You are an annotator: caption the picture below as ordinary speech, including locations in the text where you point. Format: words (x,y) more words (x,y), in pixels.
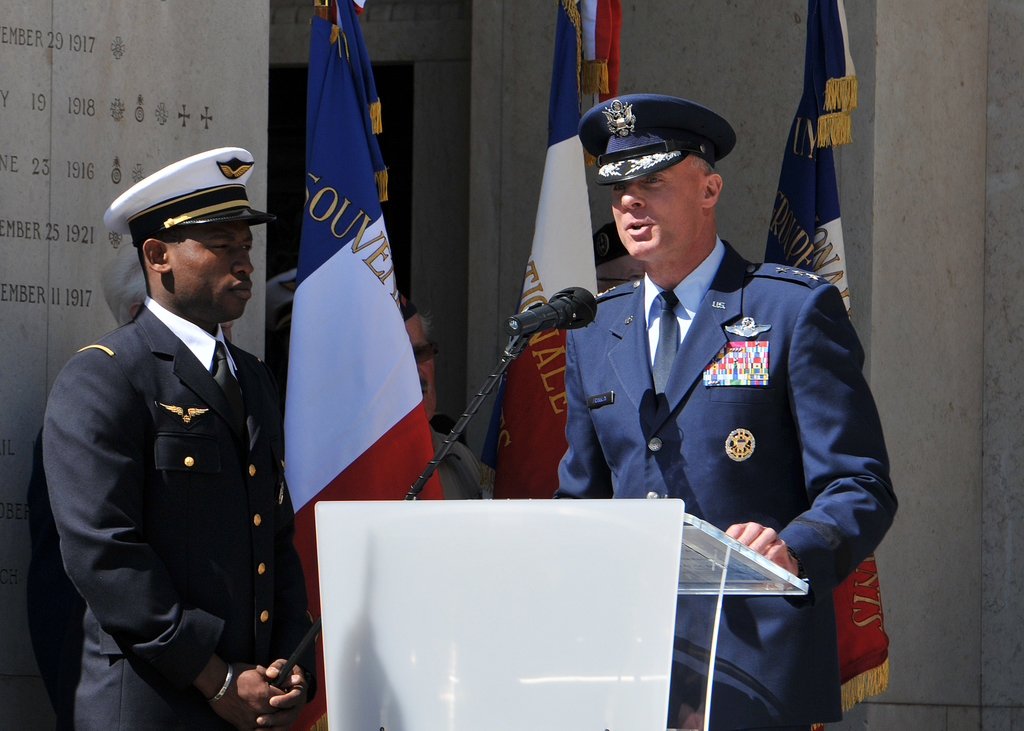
In this image in the foreground (88,414) there are some persons (67,451) who are standing, and in the center (647,328) the person (672,334) who is standing and he is talking. In front of him there is one podium (538,509) and a mike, in the background (343,420) there are some flags (565,123) and wall (73,190) and on the left side (39,147) there is some text (81,242) on the wall (107,175).
